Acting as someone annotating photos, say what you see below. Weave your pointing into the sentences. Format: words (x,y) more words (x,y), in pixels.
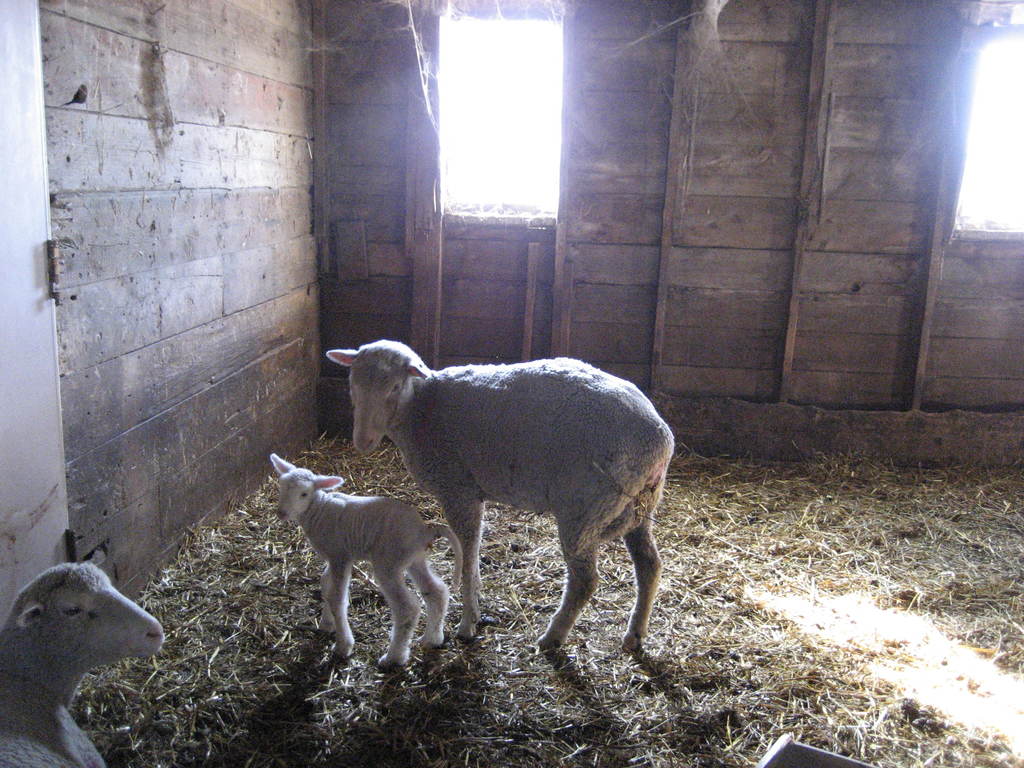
In this image there are three sheeps (419,543) inside a shed (268,445), and there is grass (925,570).
